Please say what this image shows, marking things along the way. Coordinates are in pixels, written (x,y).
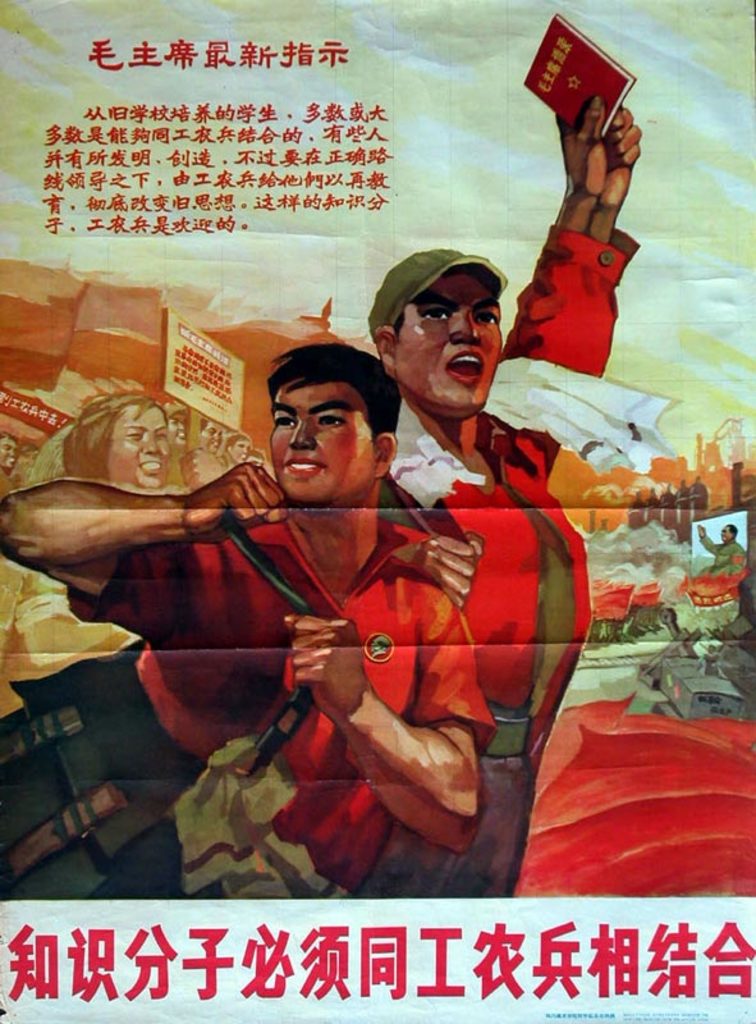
In this image we can see a poster (214,504) of some persons (217,629) most of them are wearing red color dress (430,523) and some are holding books (590,77) in their hands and there is some text (158,972) which is in different language.
